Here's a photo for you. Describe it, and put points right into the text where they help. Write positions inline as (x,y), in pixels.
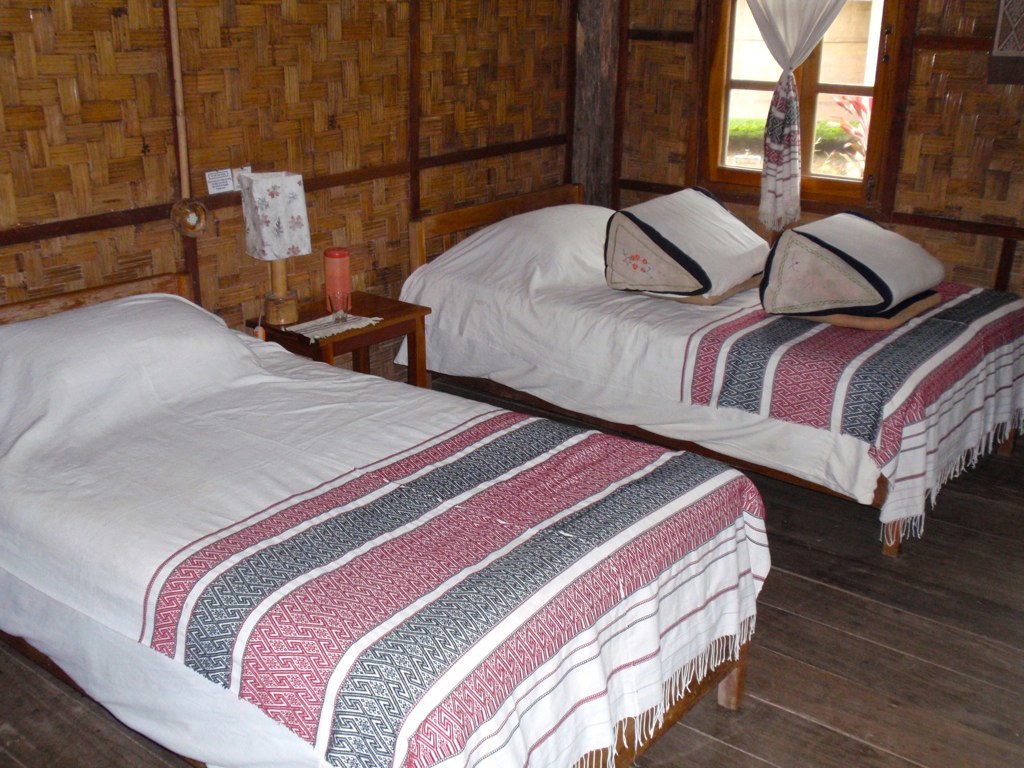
This picture is taken in a room (721,484) where there are two beds (685,359). At the right side (825,367) there are two cushions (793,279) on the bed (740,345). and in the center (410,334) there is a table (380,330) with a lamp (286,233) on it, the left side (325,536) the bed (303,494) is empty. In the background (227,122) there is a partition wall (392,79) at the right side (785,94) there is a window (836,102) and curtain (795,69) which is white in colour. Outside the window (812,134) there are plants (821,136).
